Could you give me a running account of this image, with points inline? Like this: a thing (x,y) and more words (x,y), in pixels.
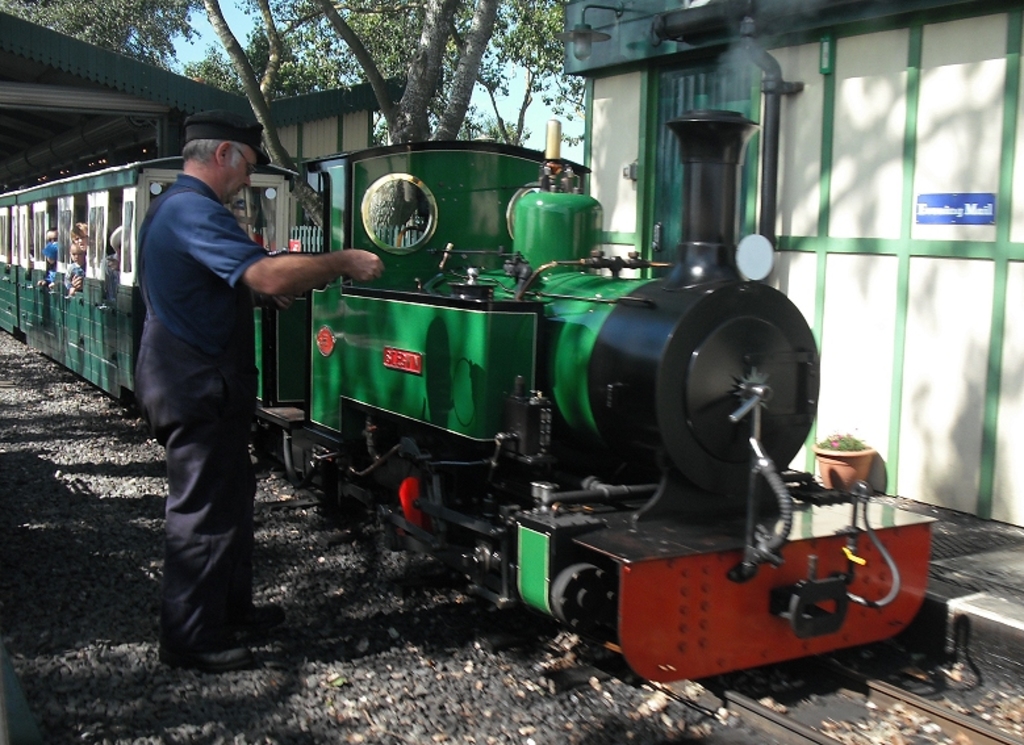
Here I can see a train (588,454) on the railway track (770,668). Beside the train (362,330) a man (190,319) is standing. Here I can see few people (79,260) inside the train (67,253). On the other side of the train (758,512) I can see the platform (986,527) and shed (933,175). At the top (386,47) there are some plants (275,41) and at the bottom (366,690) I can see the stones (414,699).
